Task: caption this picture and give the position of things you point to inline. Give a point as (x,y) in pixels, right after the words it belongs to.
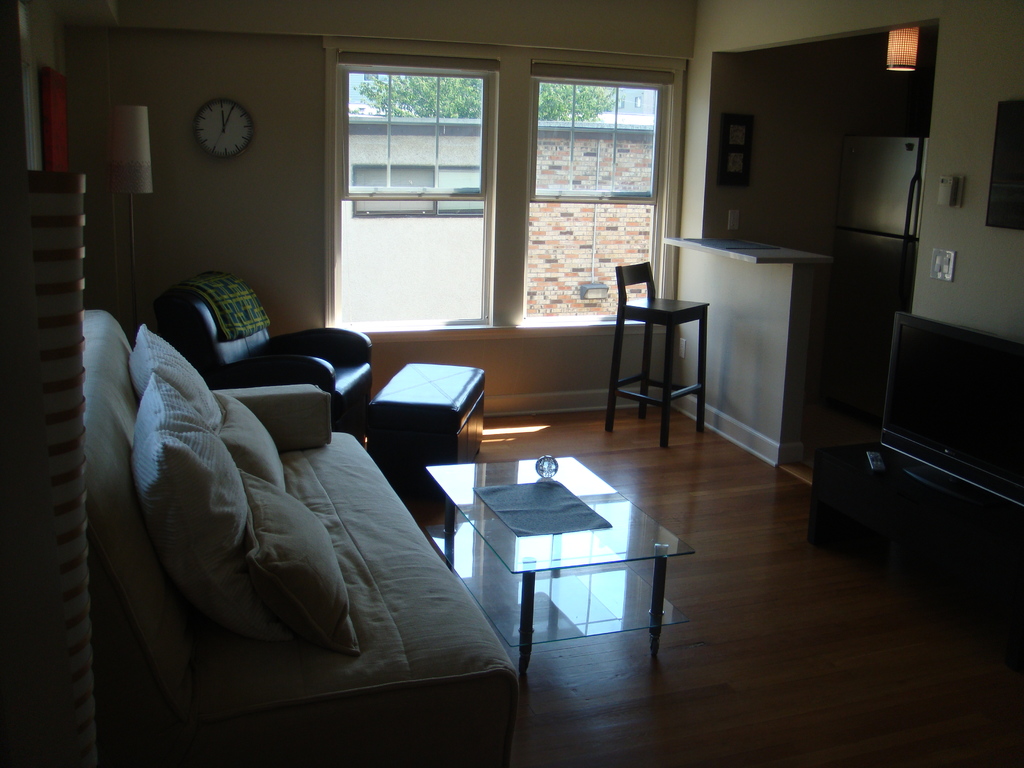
This picture shows a room (475,460) consisting of one sofa (338,547), one chair (336,381) and wall (285,252) with a wall clock (242,142) and two windows (485,201). From window (540,225) we can see a brick wall (574,220) and one tree (583,113), on the right side of picture (886,457) we can see some furniture (890,457) and a fridge (881,241).
